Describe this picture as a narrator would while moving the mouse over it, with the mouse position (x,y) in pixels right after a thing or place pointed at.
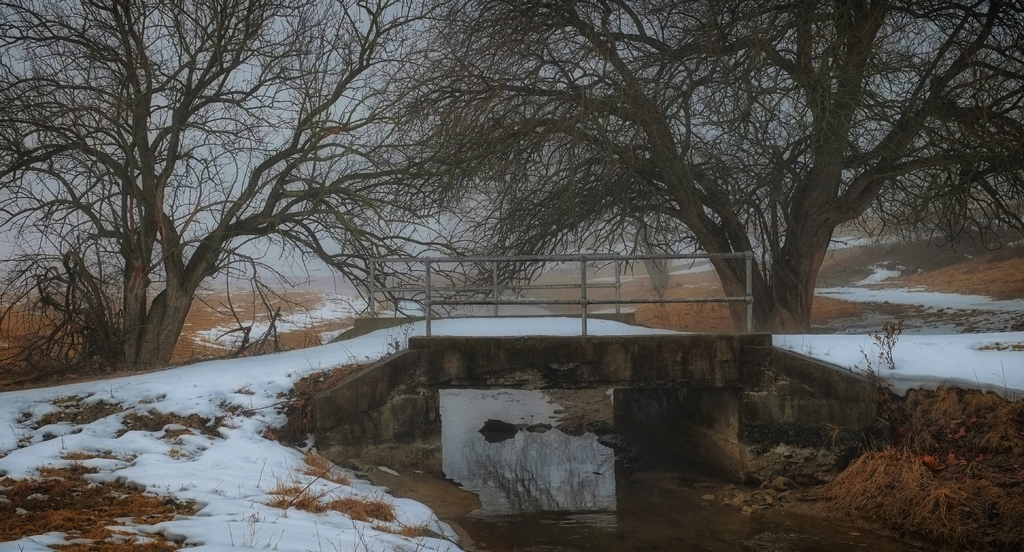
In this image there is snow (244,443), water (582,546), plants (880,453), bridge (524,334), trees (407,178), and in the background (345,167) there is sky (255,247).
